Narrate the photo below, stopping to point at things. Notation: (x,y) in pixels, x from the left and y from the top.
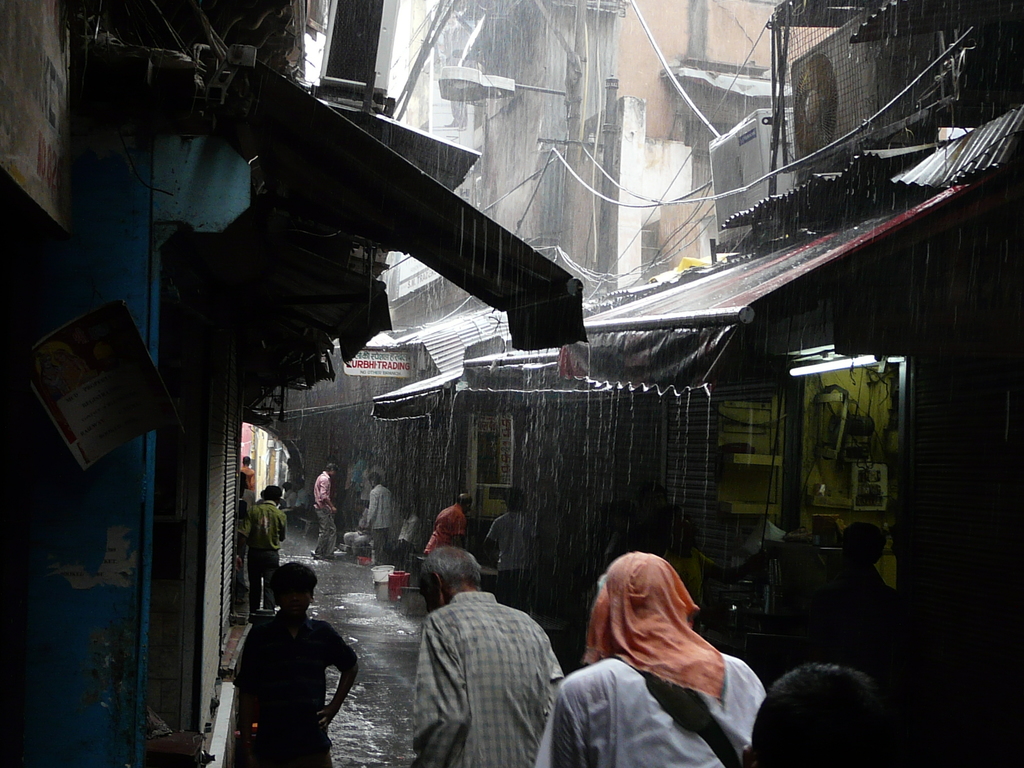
In this image we can see a few people (326,511), shops (439,340), street light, electrical poles (581,44), cable wires (654,257), electronic objects (728,156), some written text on the board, water (344,564).
